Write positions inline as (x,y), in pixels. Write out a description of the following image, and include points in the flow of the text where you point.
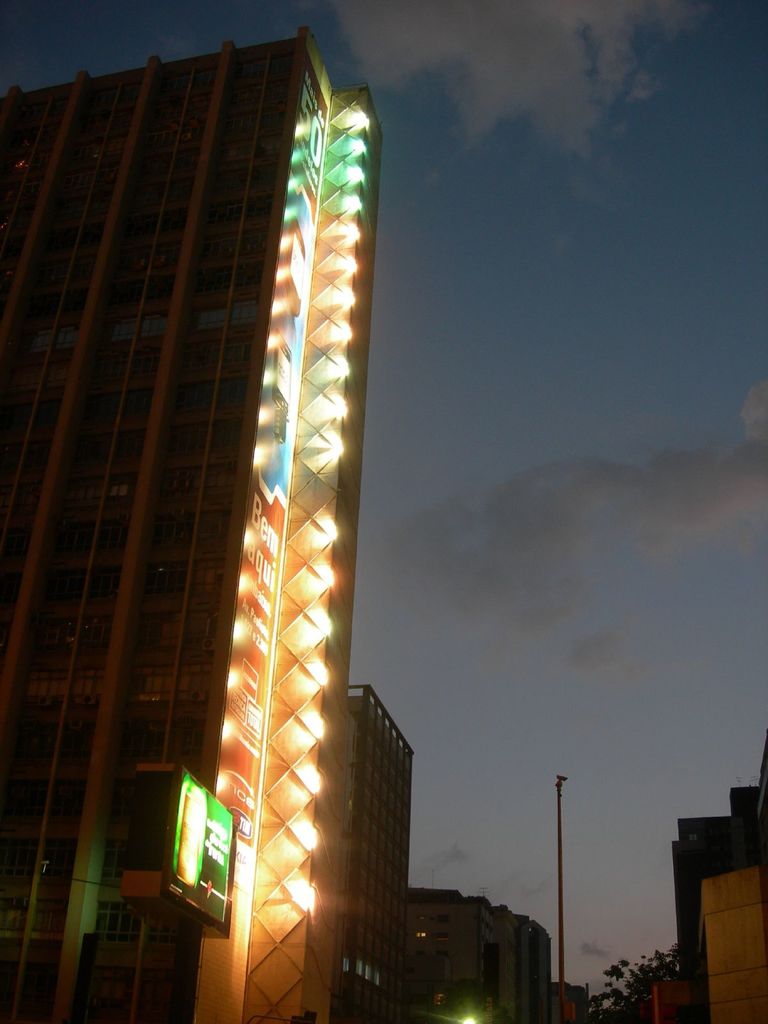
In this image we can see a building (218,1021) with lights (308,847) on the left side (251,175) and there is a board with an image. We can also see some buildings (370,954) and there is a tree (637,1000) in the background (621,986) and we can see the sky (621,673) with clouds (759,396) at the top (464,252).
